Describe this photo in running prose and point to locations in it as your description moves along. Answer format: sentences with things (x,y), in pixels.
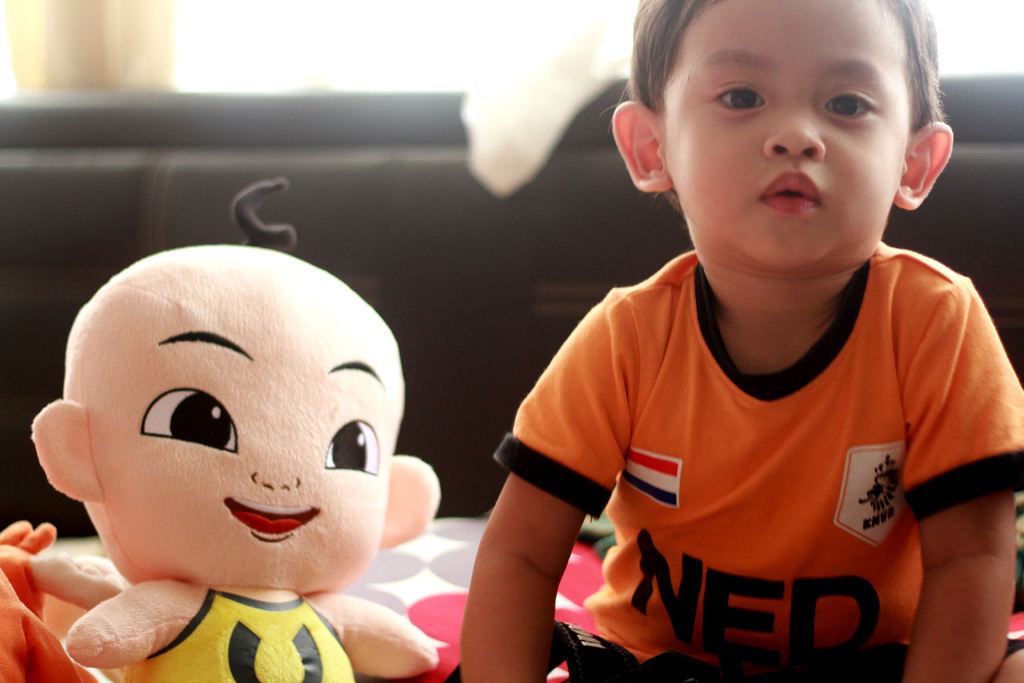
In this image in the foreground (797,273) there is one boy (715,428) who is sitting beside him there is one toy (232,542), and in the background (471,345) there is a bed (457,275), window (319,33) and curtains (164,59).
